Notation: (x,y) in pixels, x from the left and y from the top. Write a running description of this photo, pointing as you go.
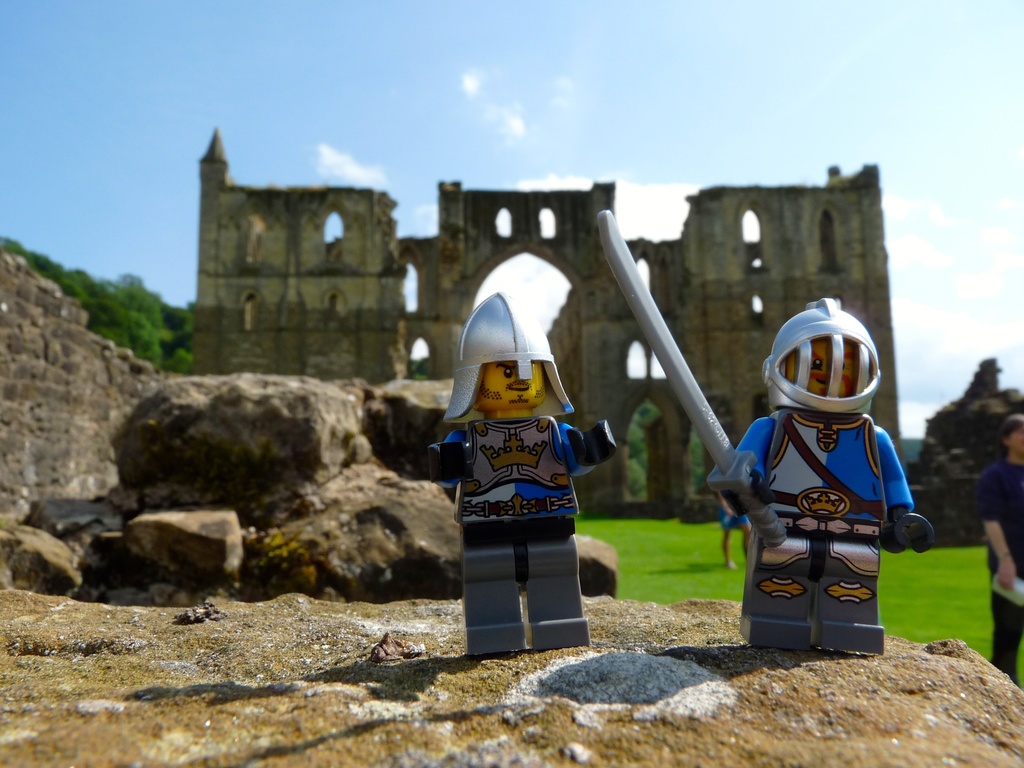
In this image we can see toys (771,556) placed on the ground (504,677). In the right side of the image (1012,537) we can see some people (1012,537) standing on the grass field (936,618). In the center of the image (594,327) we can see a monument (199,300). In the left side of the image (156,319) we can see trees (131,309). At the top of the image (492,101) we can see the sky (299,71).
